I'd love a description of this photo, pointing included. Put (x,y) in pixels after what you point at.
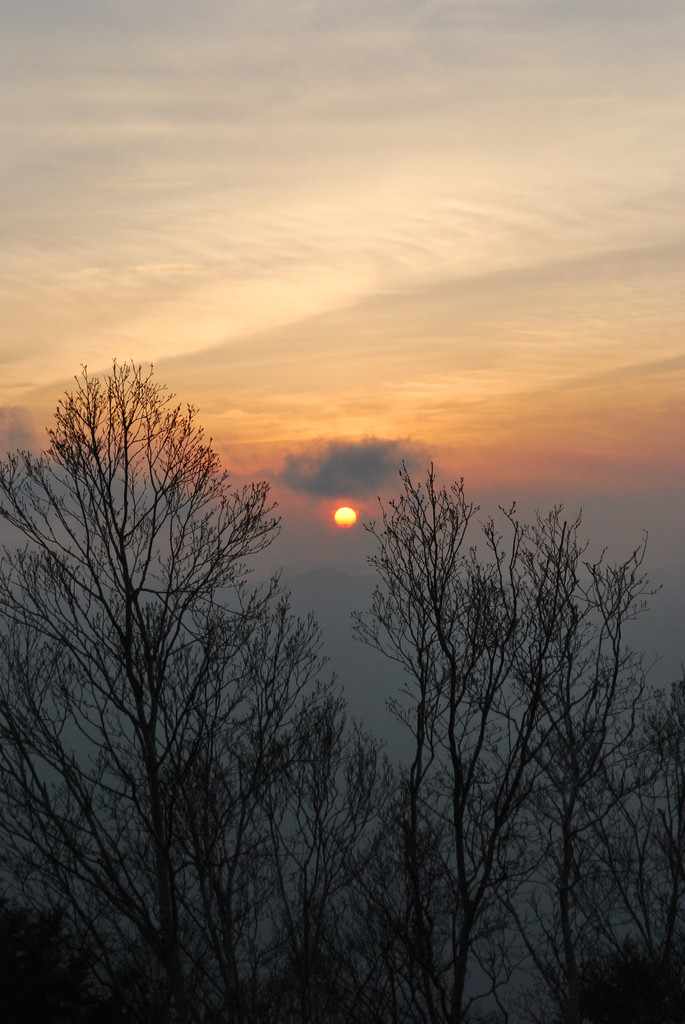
In this image there are trees (472,785). In the background (461,190) there is sky (413,517) and we can see the sun (342,513).
